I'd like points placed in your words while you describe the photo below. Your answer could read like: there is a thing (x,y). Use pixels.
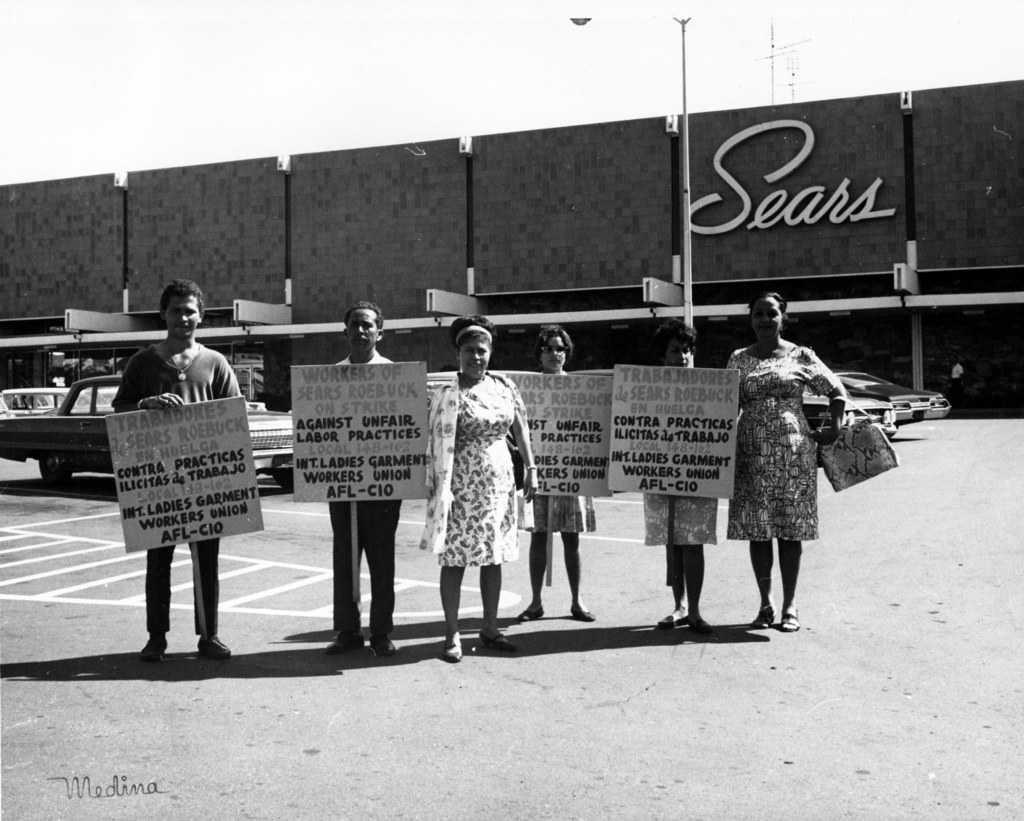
In this picture we can see six persons (155,601) standing on the road (419,715) where four persons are holding boards (619,366) with their hands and in the background (84,428) we can see cars (58,391), pole (686,138), building (364,294), sky (203,114).
